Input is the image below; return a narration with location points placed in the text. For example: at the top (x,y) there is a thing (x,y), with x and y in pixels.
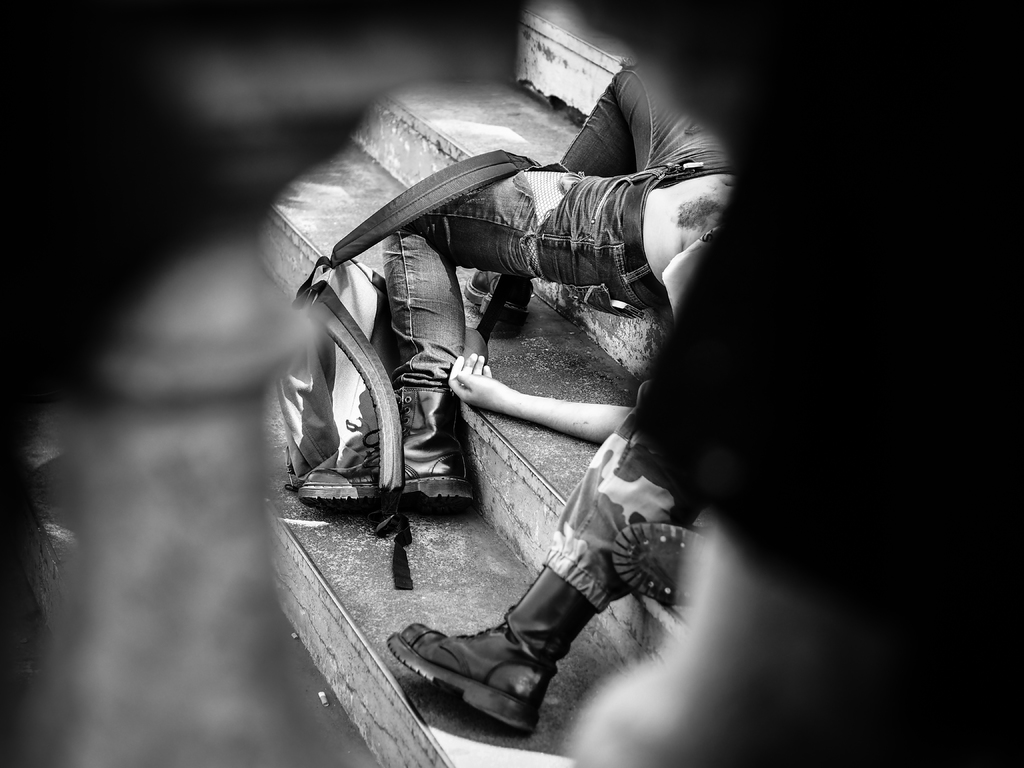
On this steps (428,616) we can see people legs (407,355), hand (566,415) and bag (343,277).
